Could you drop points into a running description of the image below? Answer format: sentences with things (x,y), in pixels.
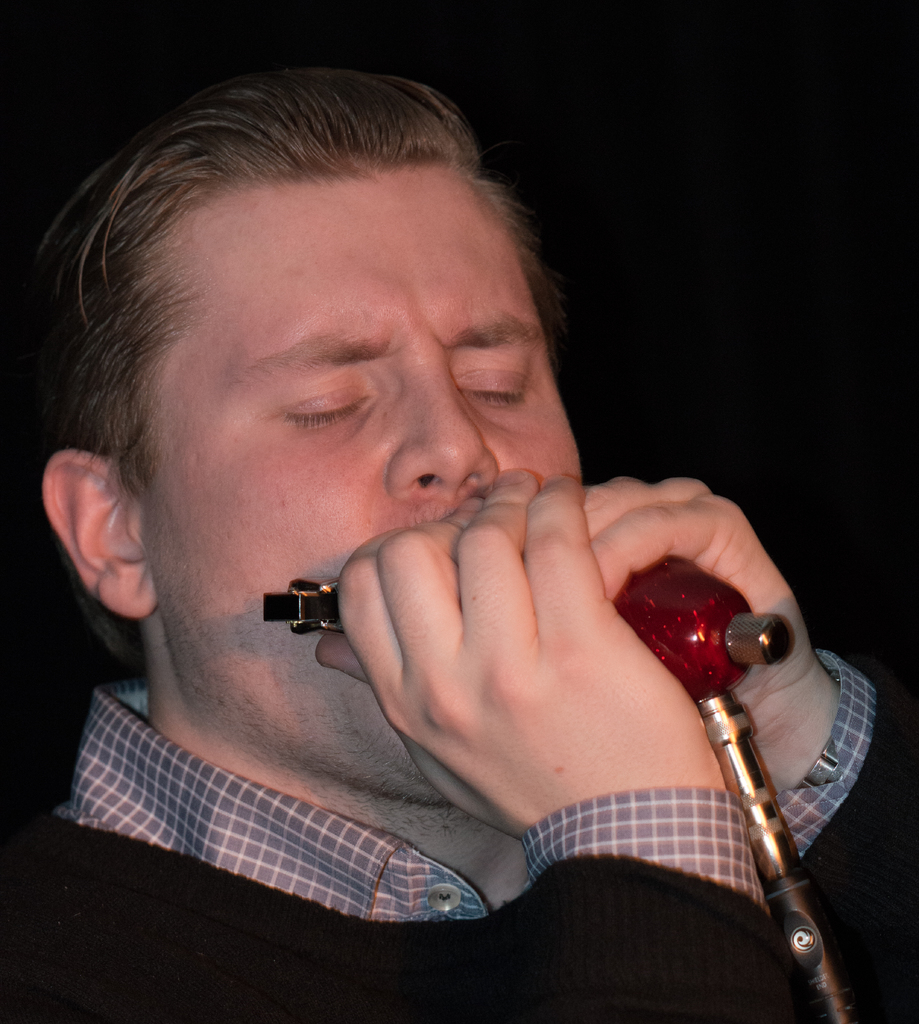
In this image in front (876,764) there is a person (607,833) playing a musical instrument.
